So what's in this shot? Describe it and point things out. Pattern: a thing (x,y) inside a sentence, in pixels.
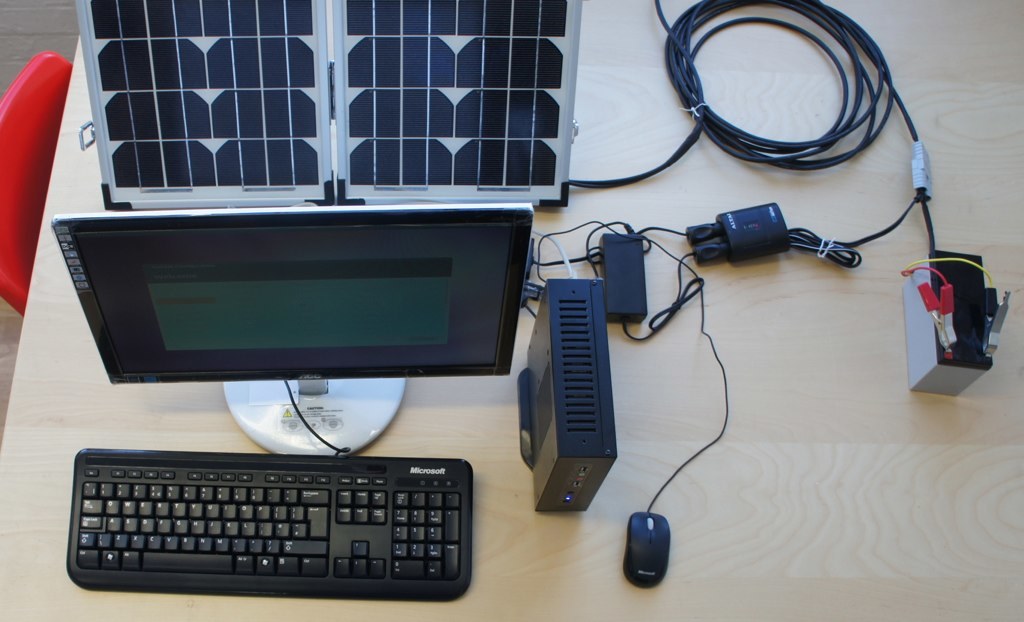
In this image, There is a table (965,524) which is in beige color on that table (103,619) there is a keyboard (128,510) which is in black color and there is a monitor (128,372) which is in black color, There is a black color mouse (649,566), There is a battery (944,363) which is in white color, There is a red color chair (11,150) in the left side of the image (32,120).
